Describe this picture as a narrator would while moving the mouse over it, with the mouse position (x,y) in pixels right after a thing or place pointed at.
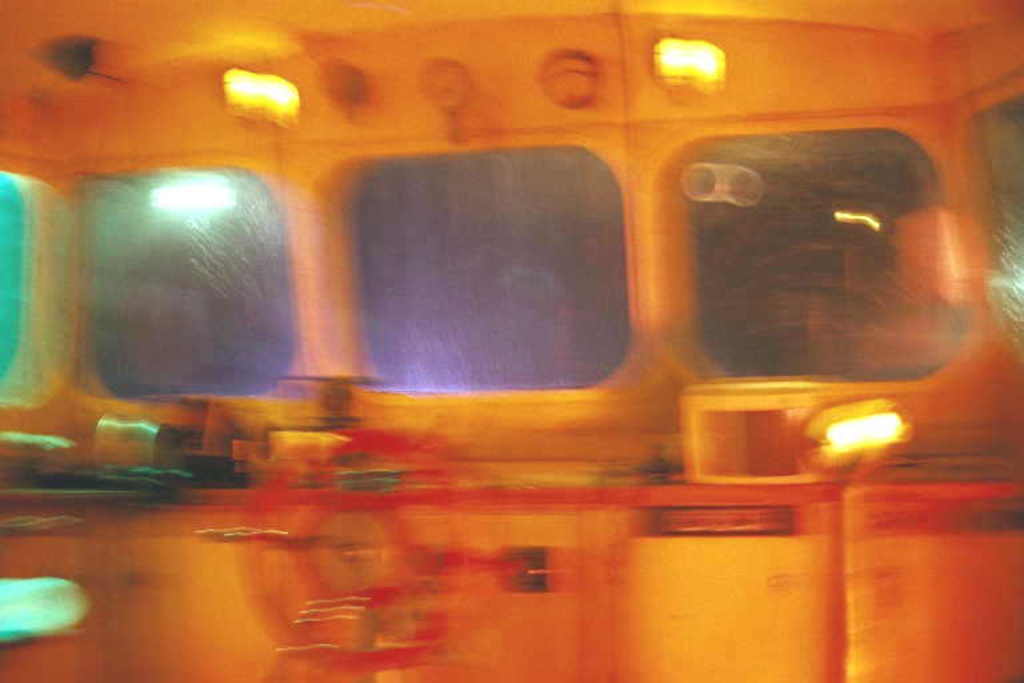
This is a blur image, we can see some windows (195,248) and a wheel (438,575).
